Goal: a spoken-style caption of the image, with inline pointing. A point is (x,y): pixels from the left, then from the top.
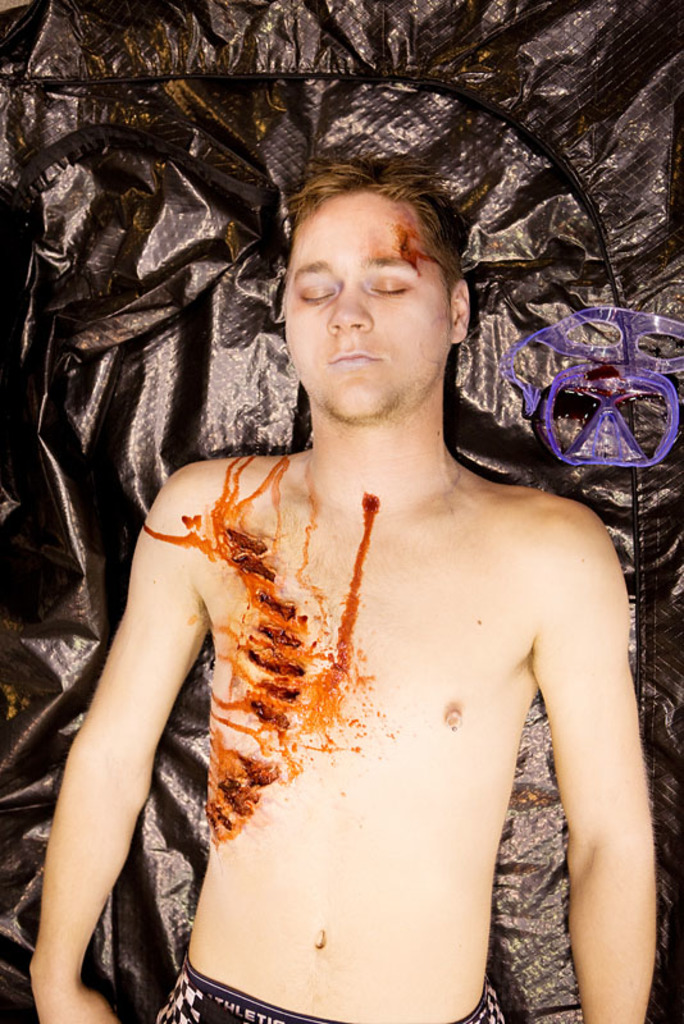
In this picture we can see the dead body (421,783) of the boy (368,372) lying on the black plastic cover (102,404).
